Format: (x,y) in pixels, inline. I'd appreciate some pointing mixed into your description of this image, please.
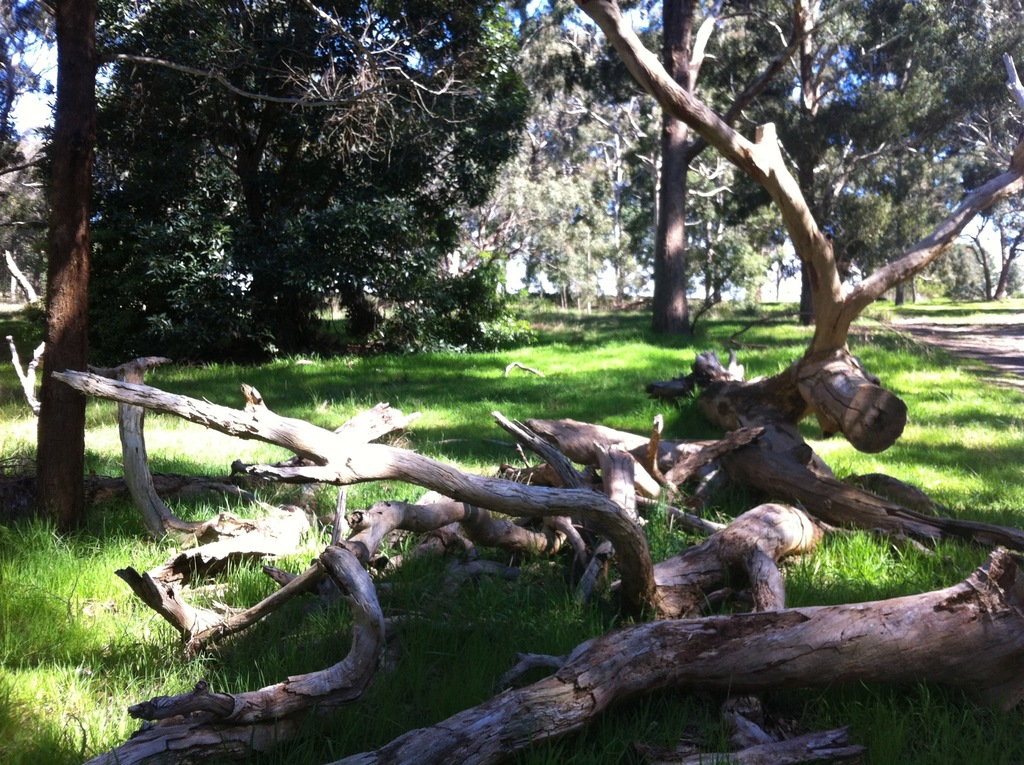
In the image there are many wooden logs (632,483) on the grass surface (470,369) and around the logs (617,518) there are many trees (500,163).
